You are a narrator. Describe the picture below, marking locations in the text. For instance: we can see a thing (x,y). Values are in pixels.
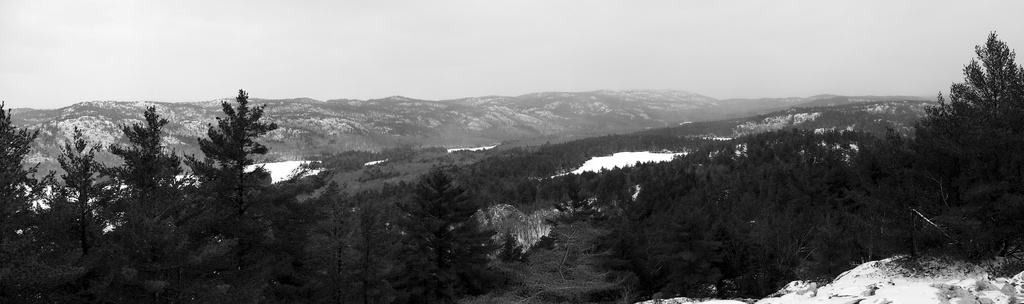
In this image we can see there is a snow (869,273), trees (695,232), mountains (432,122) and sky (272,76).
